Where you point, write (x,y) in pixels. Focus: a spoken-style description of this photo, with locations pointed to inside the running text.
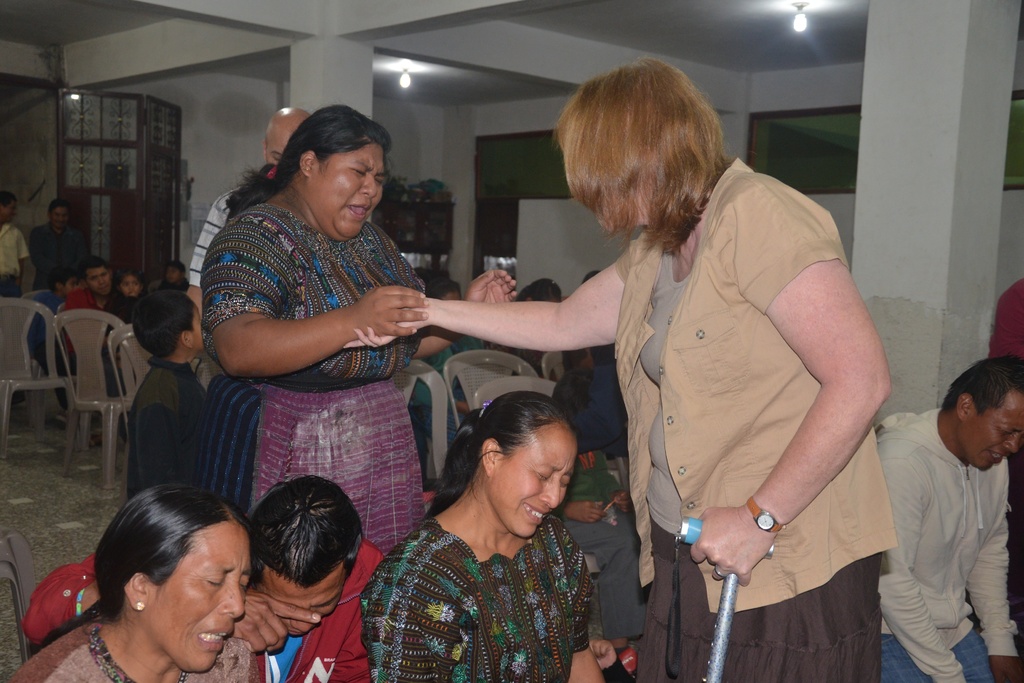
This picture is an inside view of a room (420,441). In this picture we can see some persons (477,421) are sitting on the chairs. In the center of the image (378,441) we can see some persons (603,275) are standing and a lady (739,351) is holding a stand (699,529). In the background of the image (581,238) we can see the wall (822,198), pillars (970,158), boards (558,186). At the top of the image (444,98) we can see the lights (794,10) and roof (839,38). On the left side of the image (71,510) we can see the floor (81,491).
